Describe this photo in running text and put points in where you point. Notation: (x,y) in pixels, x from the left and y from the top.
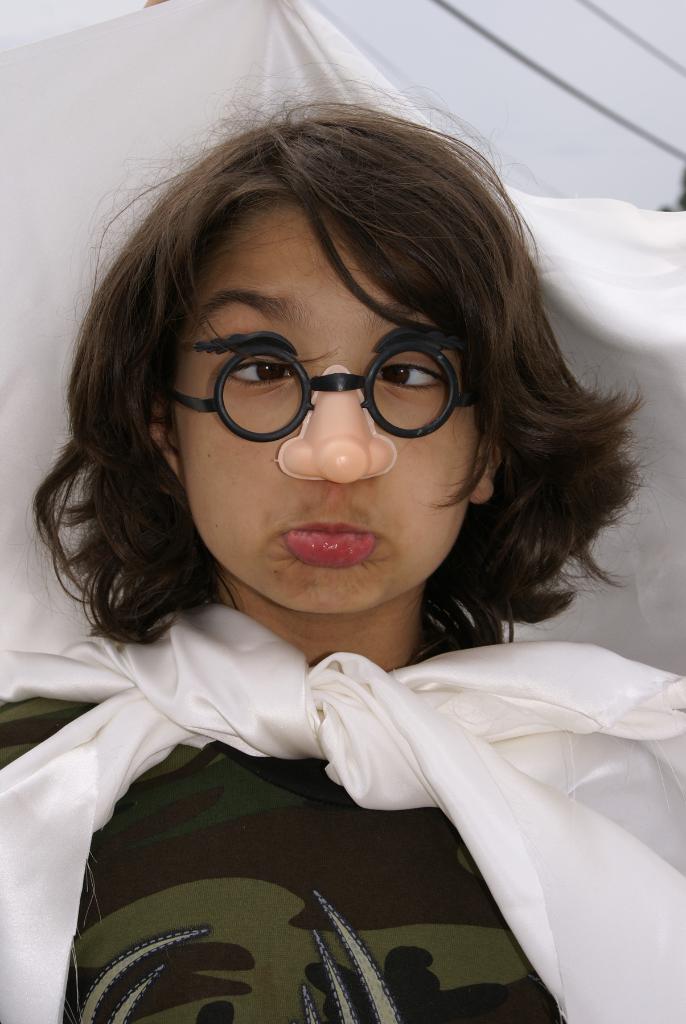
In this picture there is a person (105,467) wore glasses (203,399), nose mask (322,439) and white cloth (669,276). In the background of the image (571,74) we can see wires (642,42) and sky (618,42).
